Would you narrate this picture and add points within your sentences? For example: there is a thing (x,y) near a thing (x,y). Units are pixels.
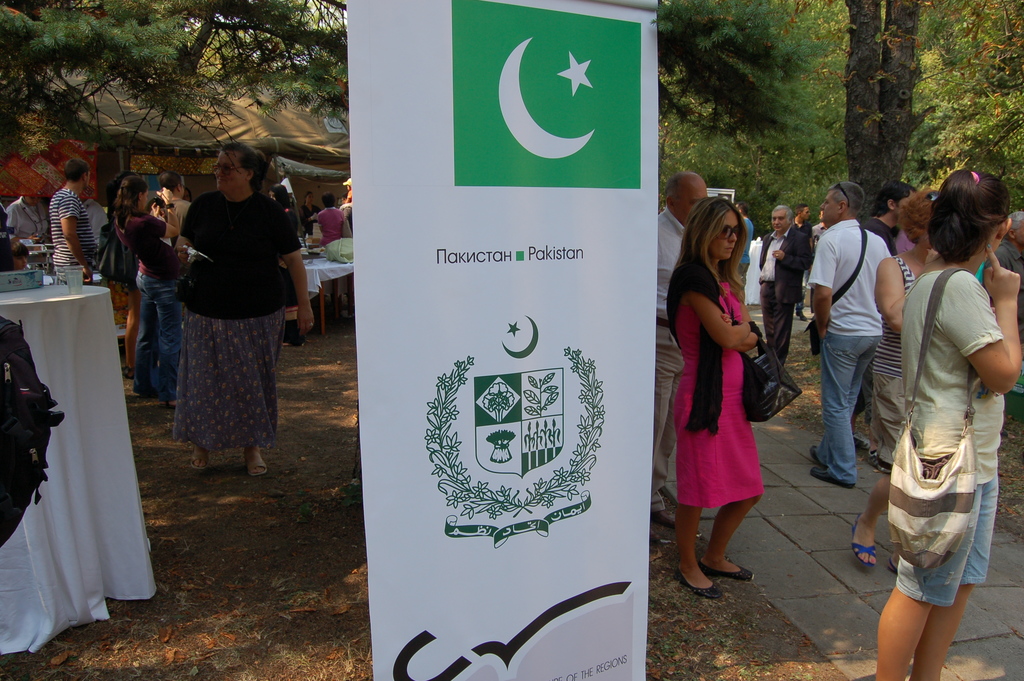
In this picture we can see the white and green rolling banner (485,358) in the front (453,326). Behind there are some men (770,303) and women (138,302) standing in the ground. In the background (894,87) there are some trees (744,104).
